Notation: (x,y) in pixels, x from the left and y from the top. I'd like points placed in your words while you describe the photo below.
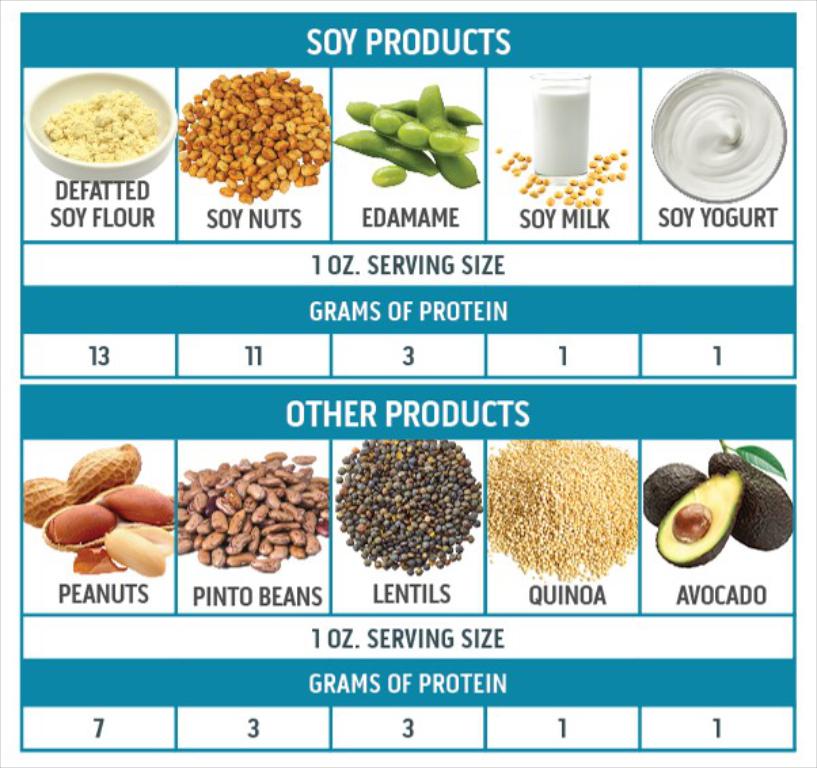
In this image there are images of pulses (563,560) and there is some text (213,215) and numbers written on it.
